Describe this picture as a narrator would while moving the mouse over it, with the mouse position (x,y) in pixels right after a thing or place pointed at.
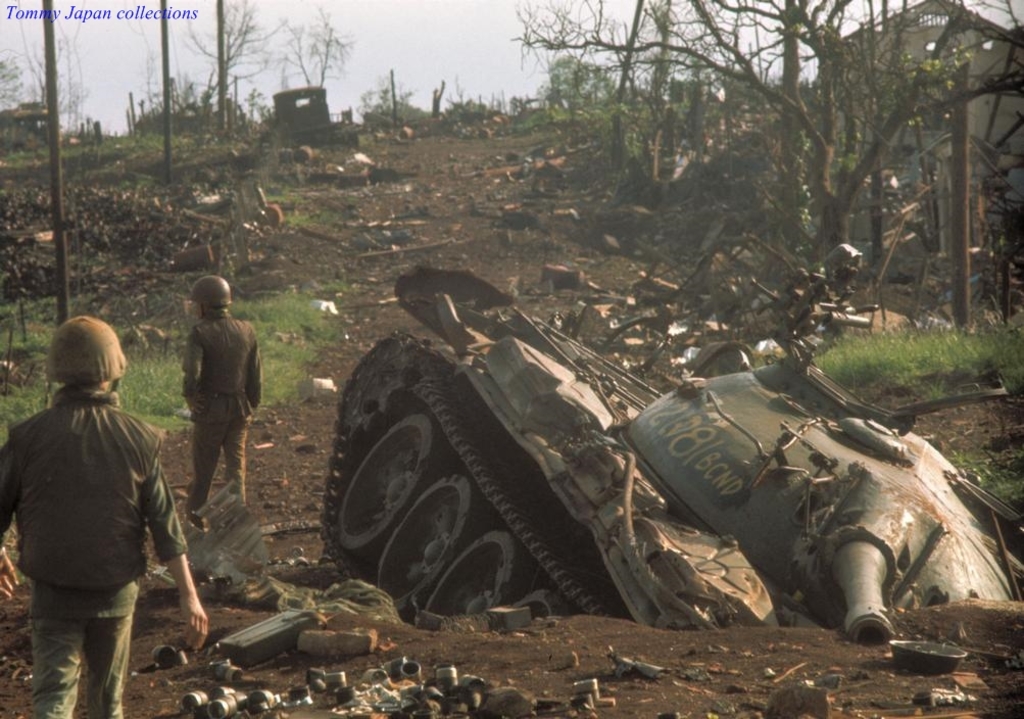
In this picture there is a broken Panzer (514,369) on the right side of the image (750,425) and there people (63,419) on the left side of the image (50,425), there are trees (711,43) on the right (880,168) and left side of the image (306,30).
